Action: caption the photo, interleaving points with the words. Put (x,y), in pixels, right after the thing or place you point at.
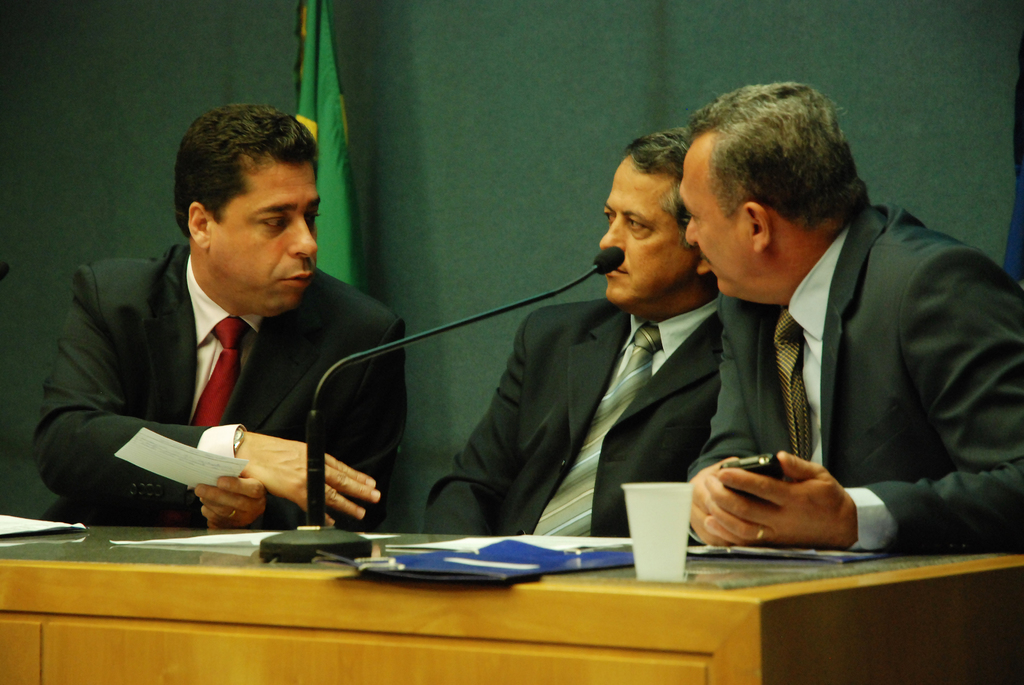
In this image, we can see people (590,335) wearing coats (395,319) and ties (232,385) and some are holding objects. In the background (321,66), there is a flag (314,79) and we can see a curtain (890,80). At the bottom (235,539), we can see papers (249,541), a mic (282,548), a glass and some other objects (448,556) on the stand (463,619).
